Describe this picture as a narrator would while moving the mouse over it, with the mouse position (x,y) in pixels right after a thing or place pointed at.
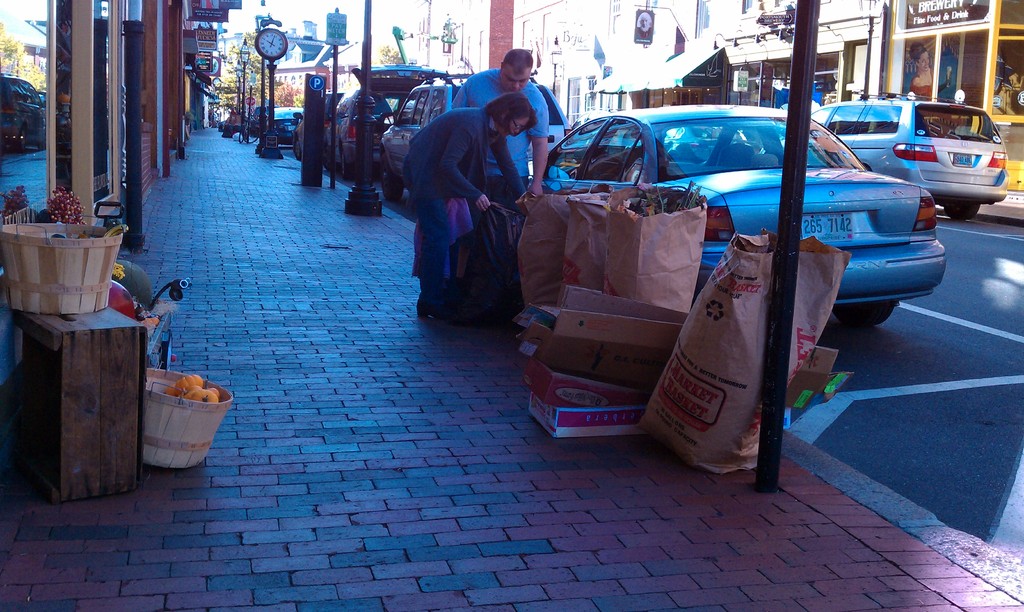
On the left side (35,235), there is a basket (35,235) on a cupboard (110,378). Beside cupboard (106,398), there is another basket (167,453) on the footpath (233,439). On the right side (987,435), there is a road (989,239) on which, there are vehicles (941,119). Beside this road (984,532), there are poles (773,328), packets (754,334) and persons (512,181) on the footpath (420,384). In the background (972,13), there are buildings (958,13) and there are trees (287,98).
